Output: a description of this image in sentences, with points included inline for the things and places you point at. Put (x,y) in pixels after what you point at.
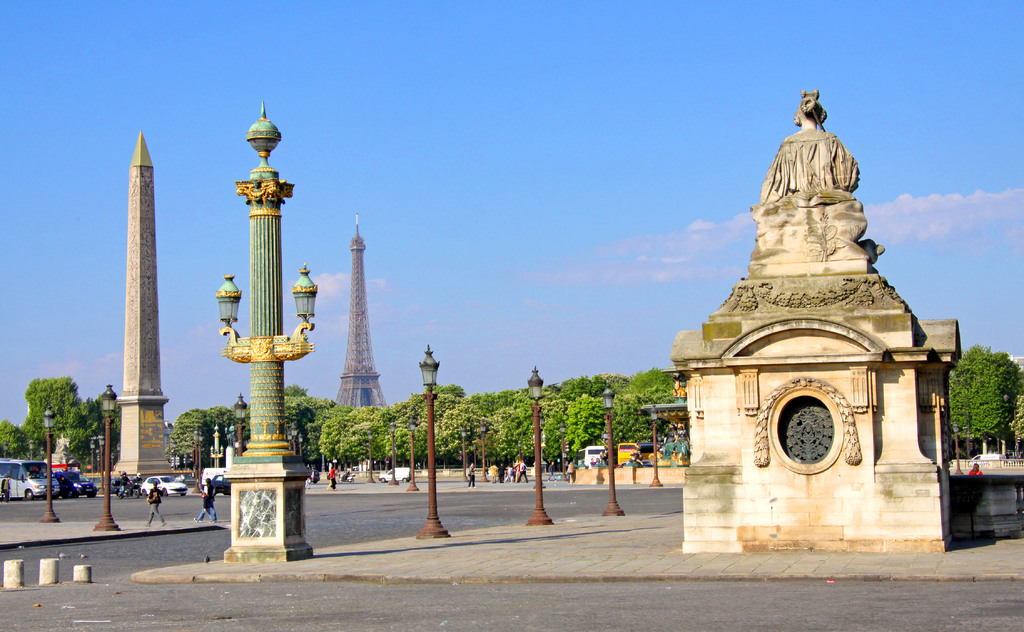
In this image I can see a sculpture (777,247). There is a tower (348,364) and there is an obelisk (128,426). There are trees (77,454), lights (244,460), vehicles (39,482) and there are people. In the background (464,224) there is sky (238,66).
